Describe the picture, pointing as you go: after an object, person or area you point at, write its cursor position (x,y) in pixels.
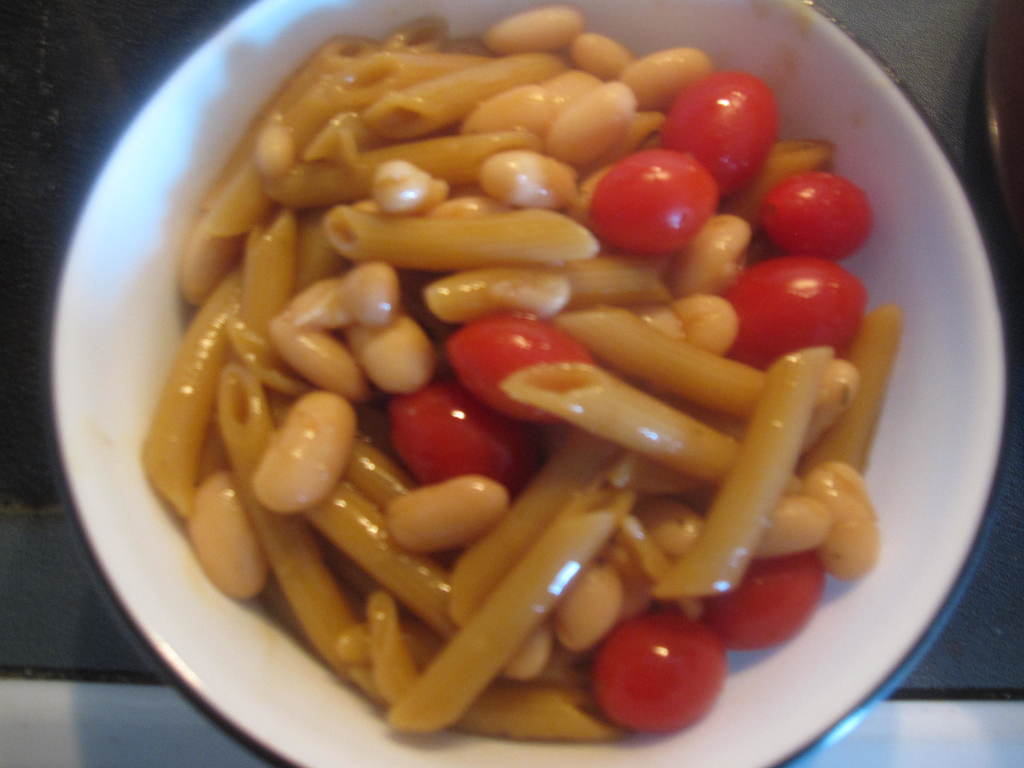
In this image we can see food (316,454) and group of cherry tomatoes (508,397) placed in a bowl (236,671).
